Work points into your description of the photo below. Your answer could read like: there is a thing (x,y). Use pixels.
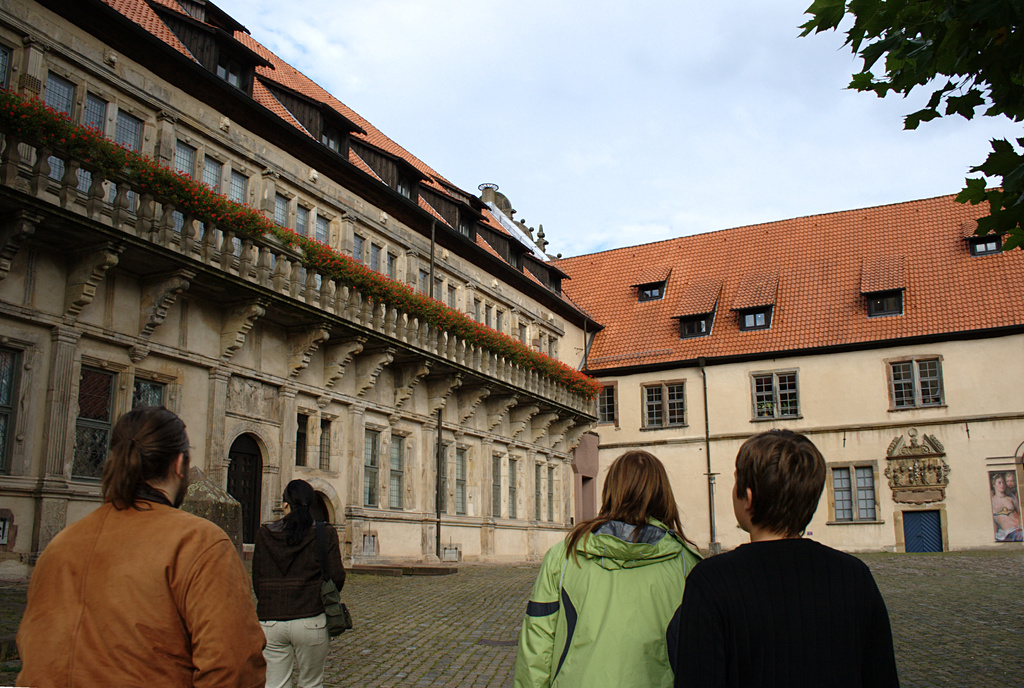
In this given image, We can see a building (288,351) which is build with certain windows (499,312) and top of the roof (135,14) is in red color after that, We can see certain trees (435,312) and four people (574,579) walking and towards the right bottom (1009,505), We can see an image (1005,493) which is sticked to the wall (986,468), few leaves (978,167).
